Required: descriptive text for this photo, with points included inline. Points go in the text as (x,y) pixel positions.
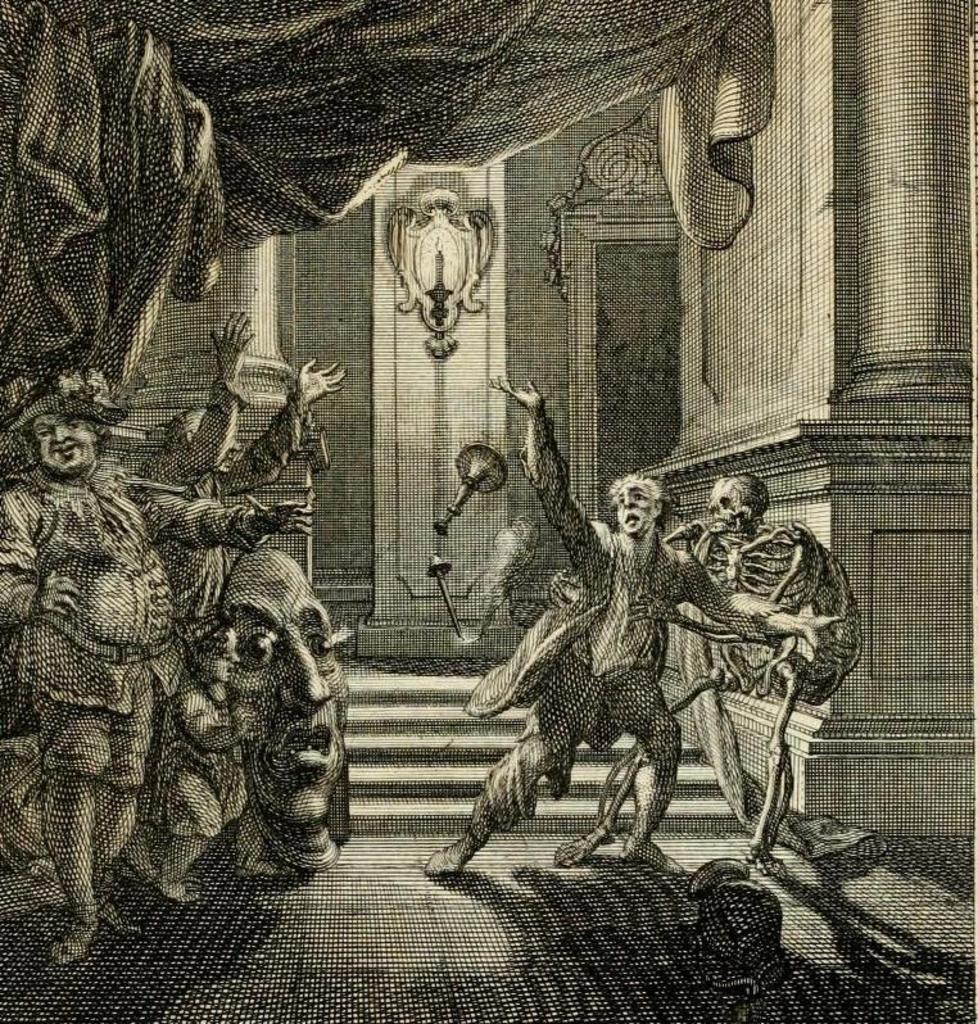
In this image we can see the sketch of the people (776,596), floor (420,969), pillar (871,368), wall (523,302), curtain (64,229), stairs (468,690) and also some objects (438,261).
